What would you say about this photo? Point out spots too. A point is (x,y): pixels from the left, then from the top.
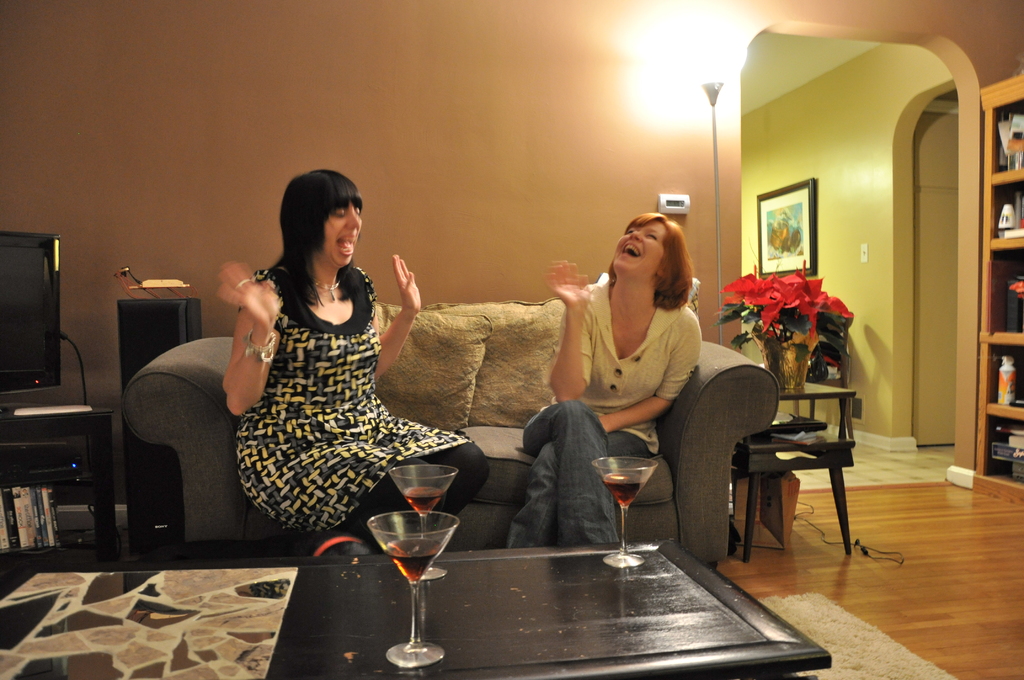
In this picture we can see two woman (322,317) sitting on sofa (469,382) with pillows (491,328) on it and smiling and in front of them there is table (283,668) and on table (272,581) we can see three glasses (429,512) with drink (608,485) in it and beside to them we can see television (51,380), racks (95,435) with books (50,491) in it, flower vase (792,357) on table (835,459) and in background (658,114) we can see wall (839,184), frame (813,249), door (940,238).
